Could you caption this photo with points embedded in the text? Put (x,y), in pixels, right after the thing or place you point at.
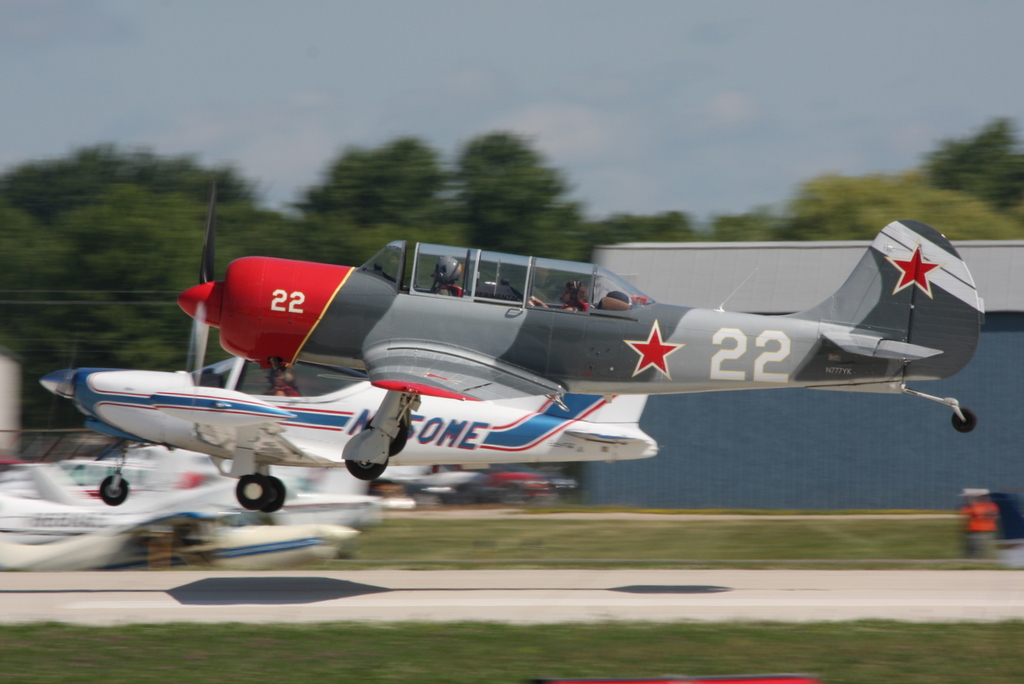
There are two aircrafts (342,405) flying. At the bottom of the image (205,642), I can see the grass (856,643). I think this is a shed (964,451). This looks like a runway (349,604). These are the trees (455,234). This picture looks slightly blurred. This is the sky (436,92).
